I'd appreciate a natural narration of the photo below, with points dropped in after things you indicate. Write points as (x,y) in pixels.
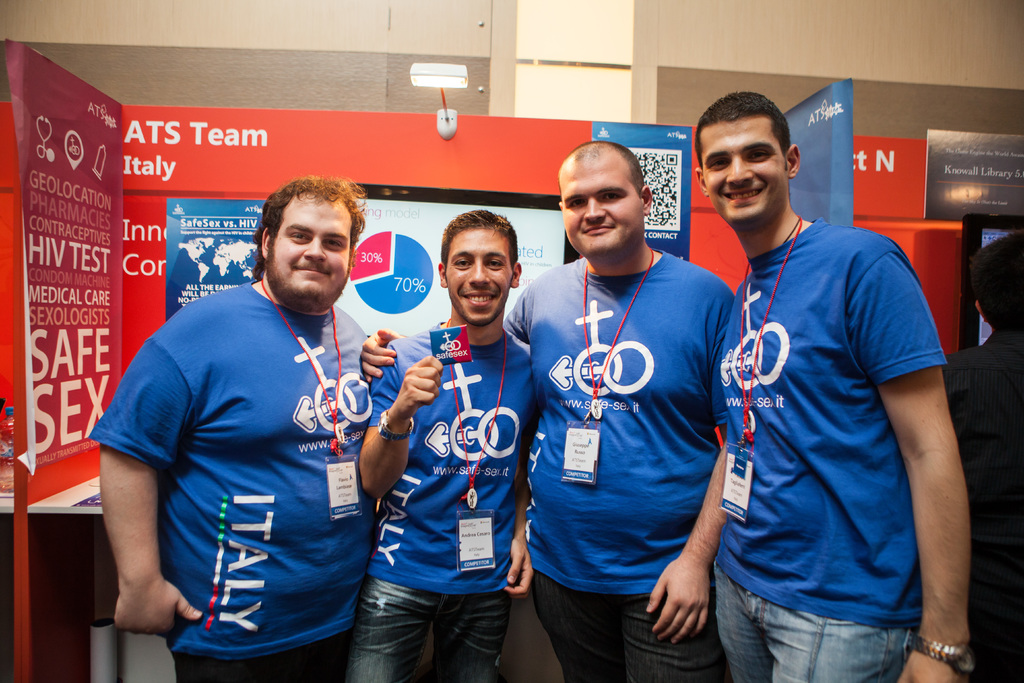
In this image, I can see four persons (580,401) standing and smiling. In the background (97,372), there are boards (423,170) with a pie chart (408,262), QR code (654,160), map (219,240) and some text (268,139). On the right side of the image (999,285), I can see another person (960,361). At the top of the image (534,95), there is a wall (355,66).
